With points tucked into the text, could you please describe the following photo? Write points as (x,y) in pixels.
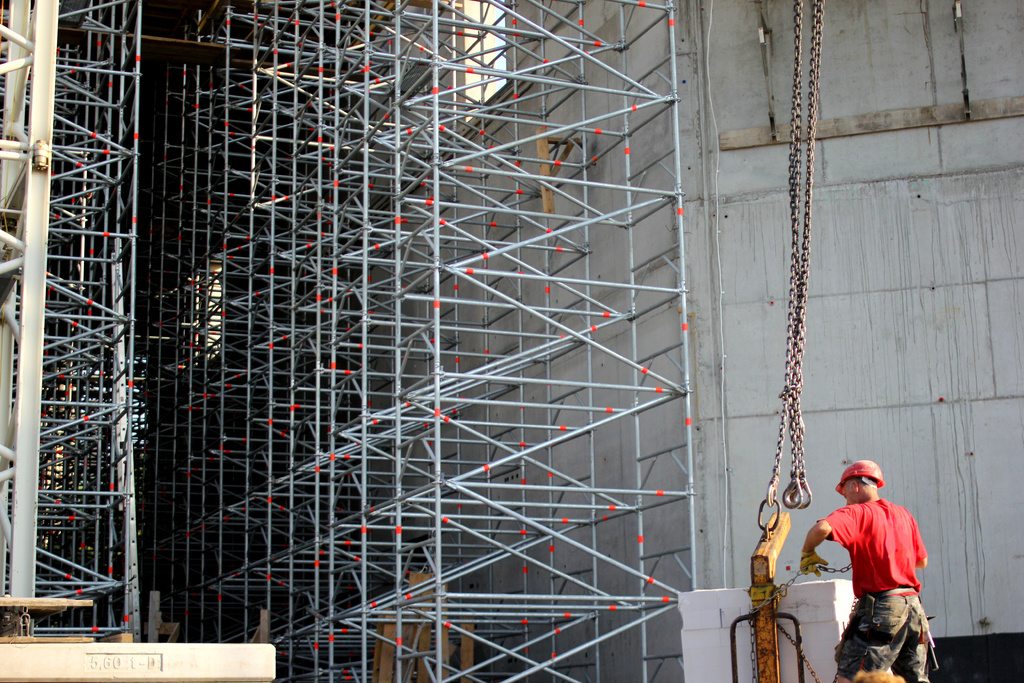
In the foreground (769,599) I can see a person (890,608) is holding an object (782,588) in hand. In the background (529,551) I can see metal rods (297,309) and a wall (763,290). This image is taken may be in an under construction building (572,512).
